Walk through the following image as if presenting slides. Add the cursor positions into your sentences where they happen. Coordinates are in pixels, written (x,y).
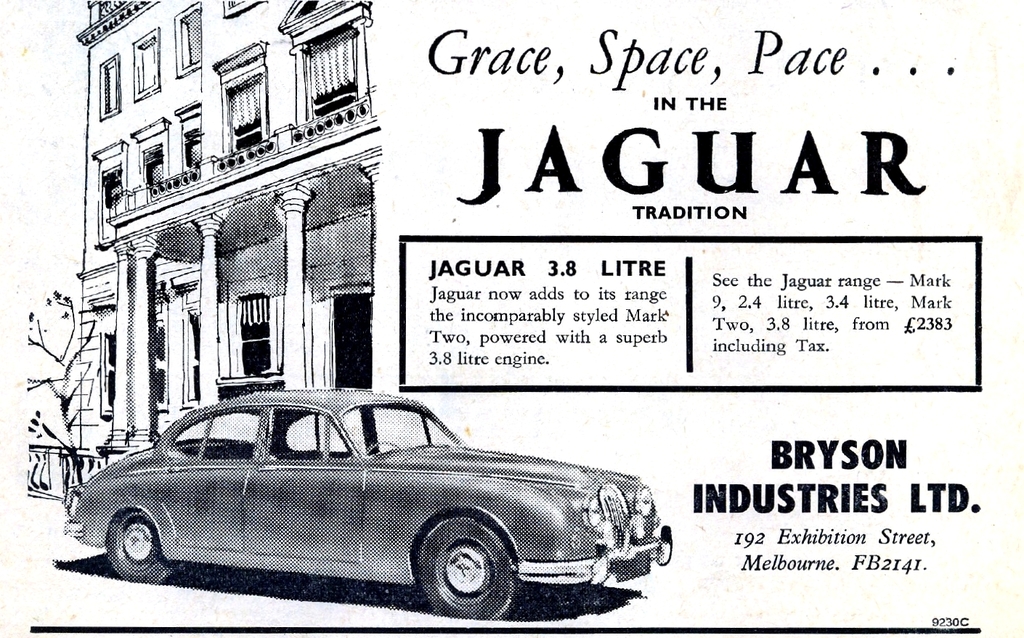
This image is a poster (374,387). There is a depiction of a car (267,415), building (275,95). There is text (646,131).
